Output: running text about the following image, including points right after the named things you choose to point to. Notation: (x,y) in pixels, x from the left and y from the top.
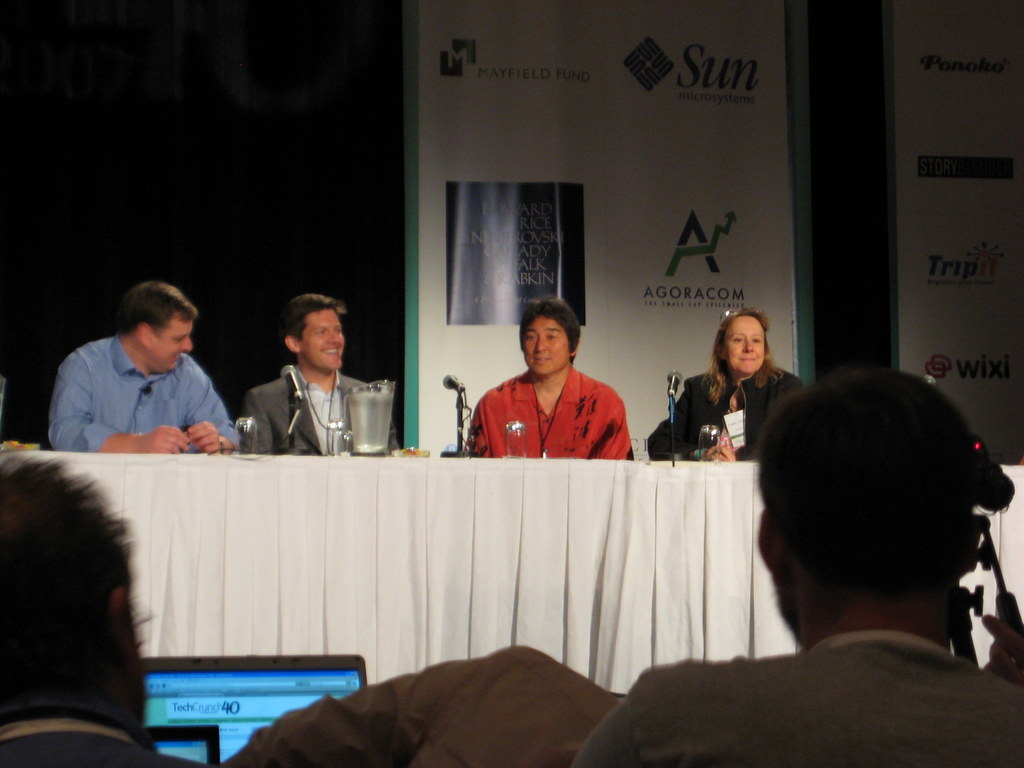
Picture shows a group of people (220,449) seated on the chairs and we see microphones (459,450) in front of them and we see audience (620,735) watching them and we see a banner (780,324) back of them.
